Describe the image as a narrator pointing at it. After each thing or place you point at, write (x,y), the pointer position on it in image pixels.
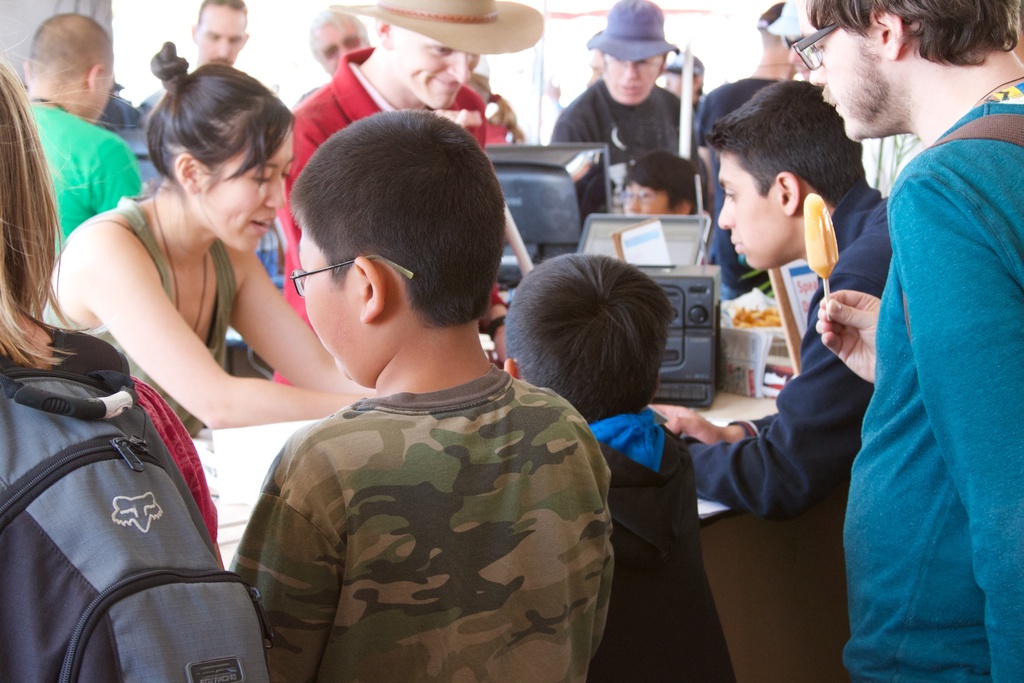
In this picture we can see some group of people (440,226) standing around the table (749,402) on which there are some things (743,384).
